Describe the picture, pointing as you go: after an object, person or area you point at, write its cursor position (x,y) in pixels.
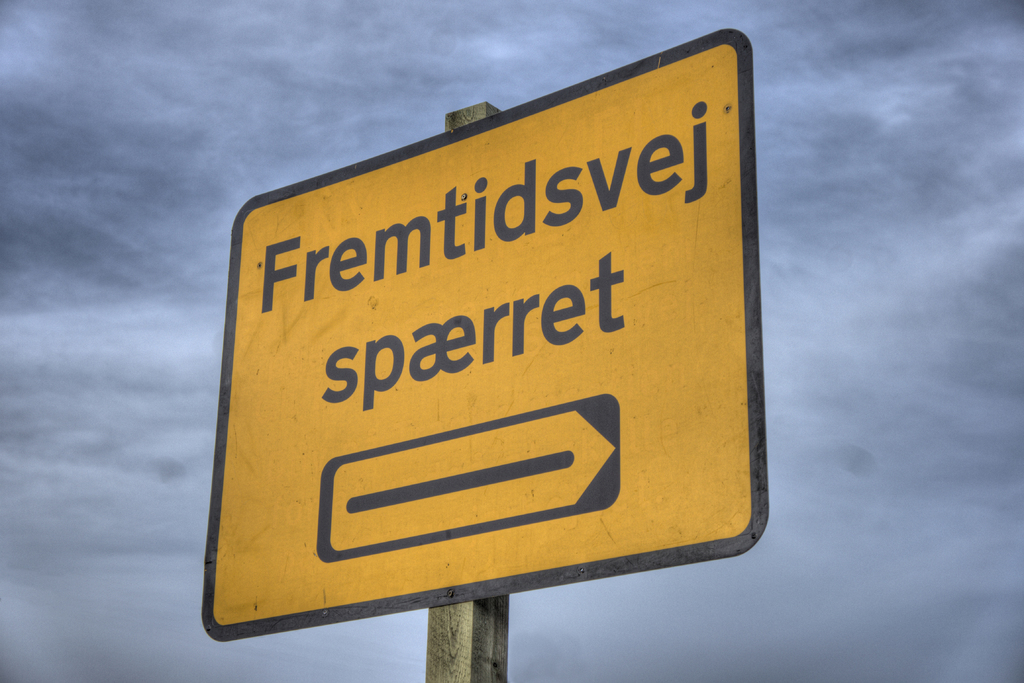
In this picture we can see a direction board (333,349) and in the background (195,187) we can see the sky (822,321).
